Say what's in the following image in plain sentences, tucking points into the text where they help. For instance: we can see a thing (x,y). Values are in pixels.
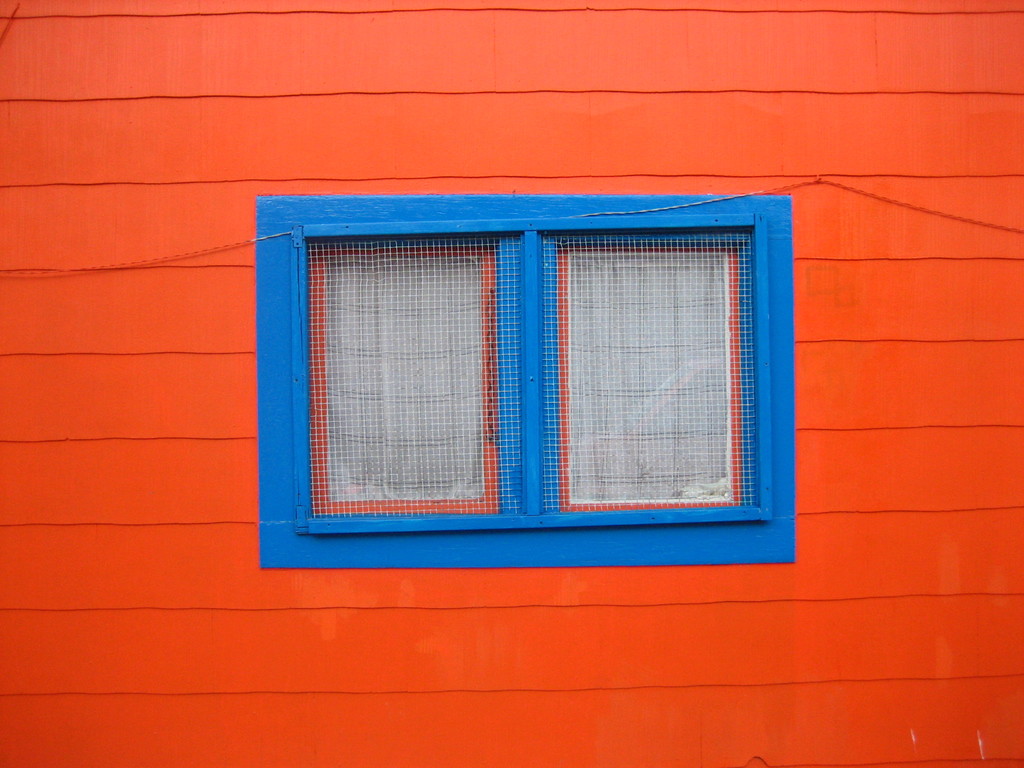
In this image, I can see a window (420,520) with the doors (710,503). This is a mesh (347,364), which is attached to a window (517,298). I think this is a building wall (115,355), which is orange in color.
